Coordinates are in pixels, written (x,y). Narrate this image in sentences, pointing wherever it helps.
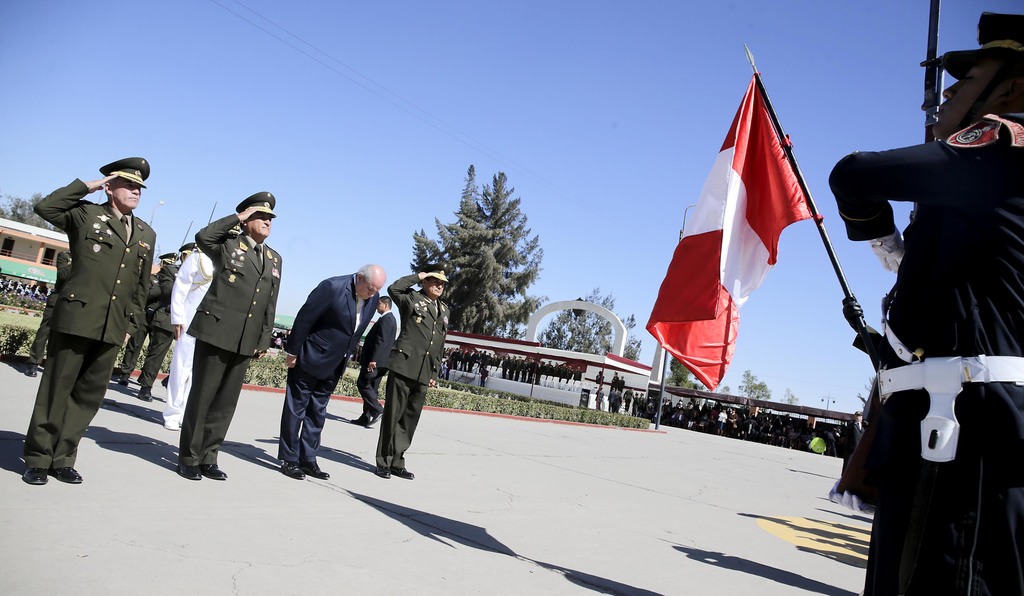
In this image, we can see few people (53,400). Here we can see three people (228,295) are doing salute on the path (486,503). On the right side (903,377), we can see a person (983,313), flag (700,330) and pole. Background (687,373) we can see a group of people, plants (546,402), trees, shed (533,353), tent (743,397) and building (30,260). Here there is a sky (453,129).
